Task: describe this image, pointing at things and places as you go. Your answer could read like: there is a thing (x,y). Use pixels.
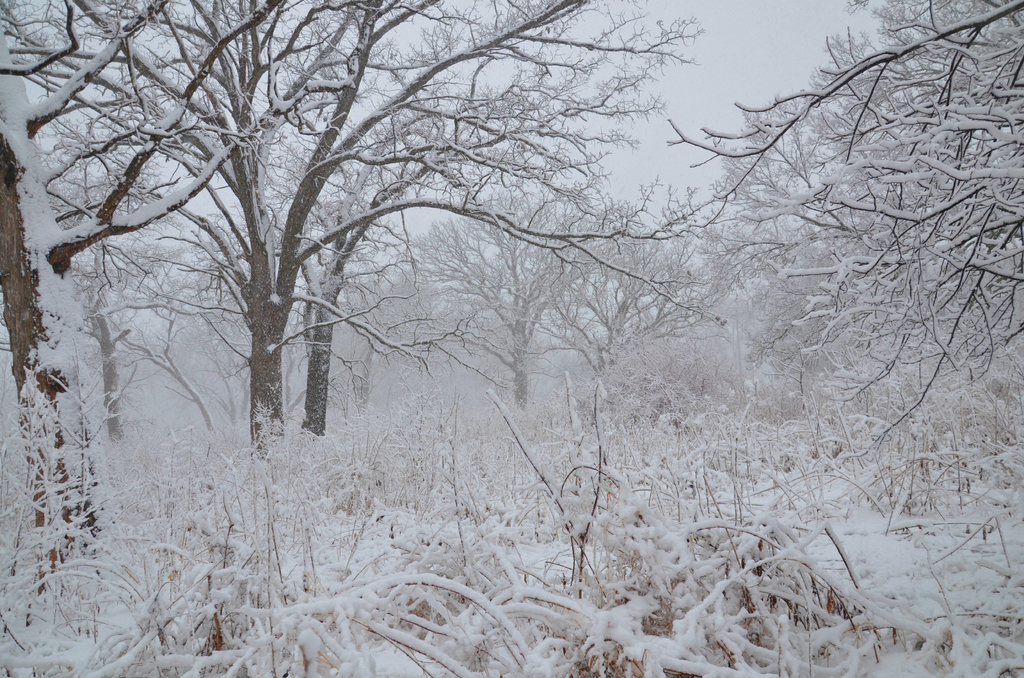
In this picture we can see trees (104,321), snow (479,515) and in the background (666,112) we can see the sky (680,49).
